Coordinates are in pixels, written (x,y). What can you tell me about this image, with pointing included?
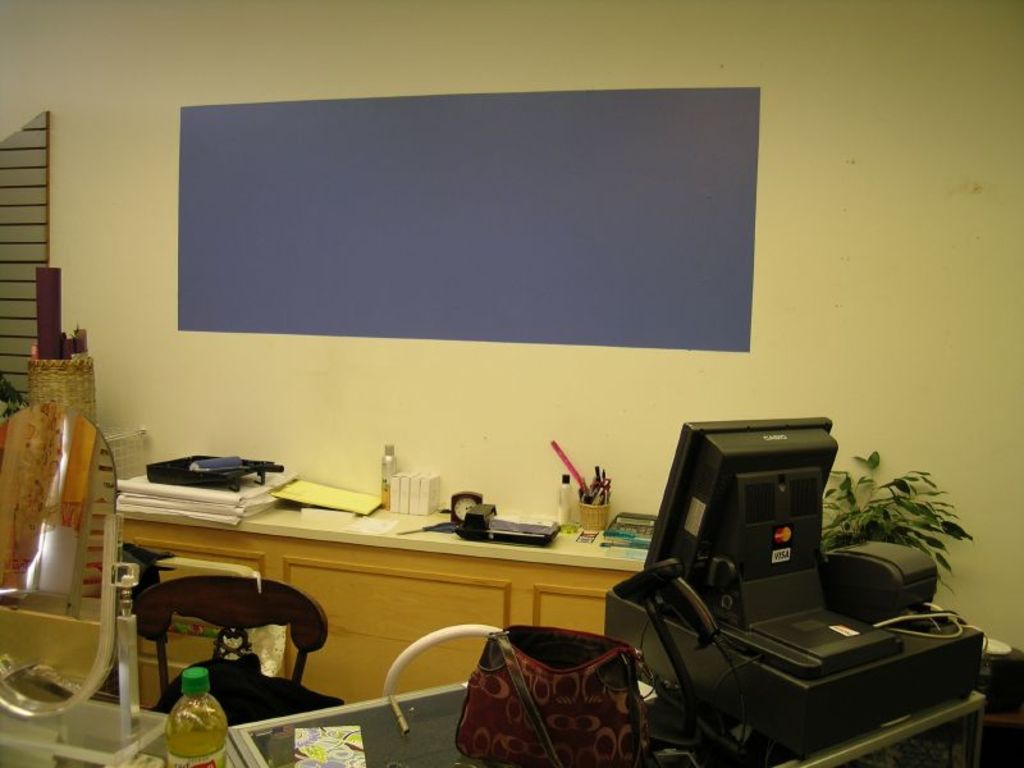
In this picture we have a chair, monitor (770,430), a bill printer (877,551), a plant (927,492), a clock (463,502) and a hand bag (585,734) many more things (324,736) on the table (453,715). There is a wall (894,171) with a notice board (385,196) on it.
